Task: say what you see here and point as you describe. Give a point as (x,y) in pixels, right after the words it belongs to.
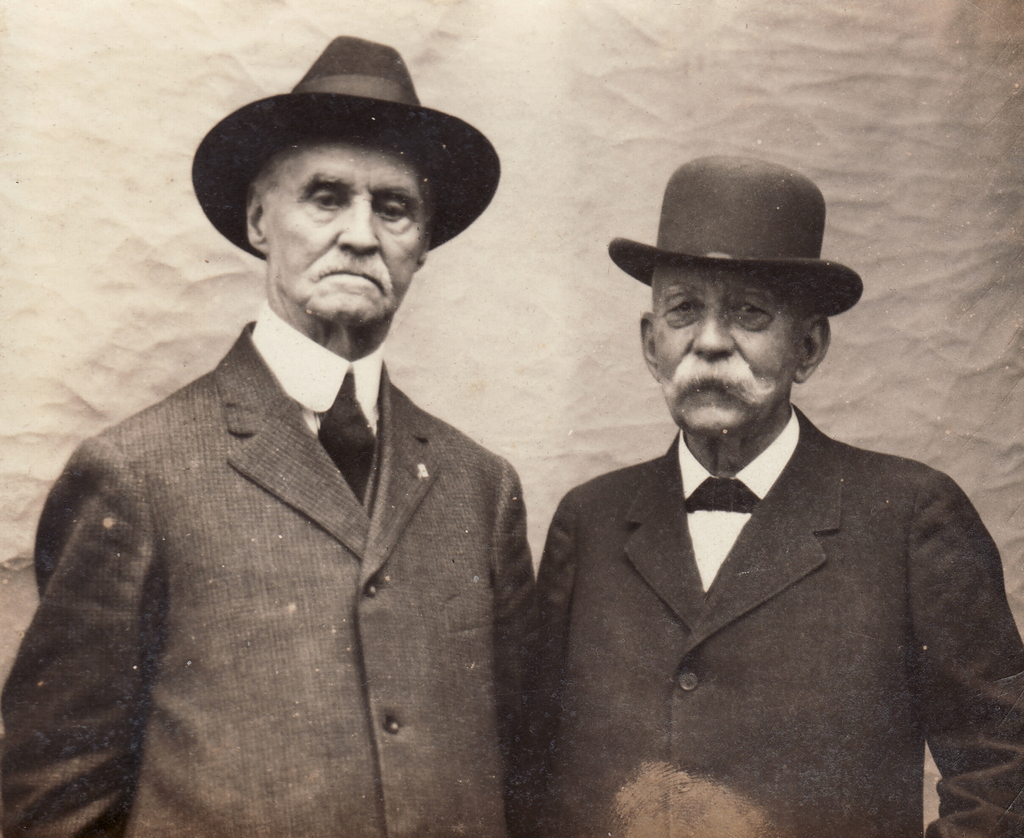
This is a black and white picture. In the picture there are two men (347,646) standing. The men (332,567) are wearing suits (389,565) and hats (391,100). The background (113,360) is white.
